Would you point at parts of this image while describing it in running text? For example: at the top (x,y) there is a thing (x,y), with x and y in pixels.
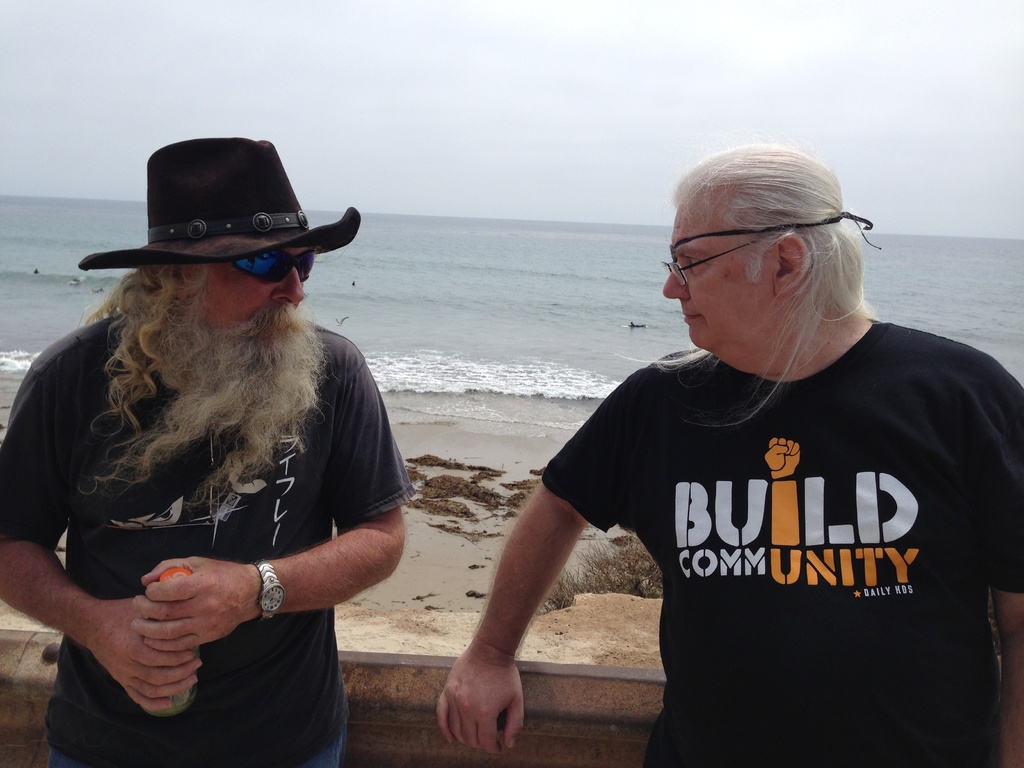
This is a beach (460,525). Here I can see two persons (304,580) wearing t-shirts (873,421), standing and looking at each other. The person (199,357) who is on the left side (127,503) is holding an object (177,573) in the hands (134,631) and wearing a hat (215,241) on the head (260,302). At the back of these people (326,732) there is a wall (411,659). In the background (452,288) there is an ocean (498,283). At the top of the image (553,67) I can see the sky (549,32).
